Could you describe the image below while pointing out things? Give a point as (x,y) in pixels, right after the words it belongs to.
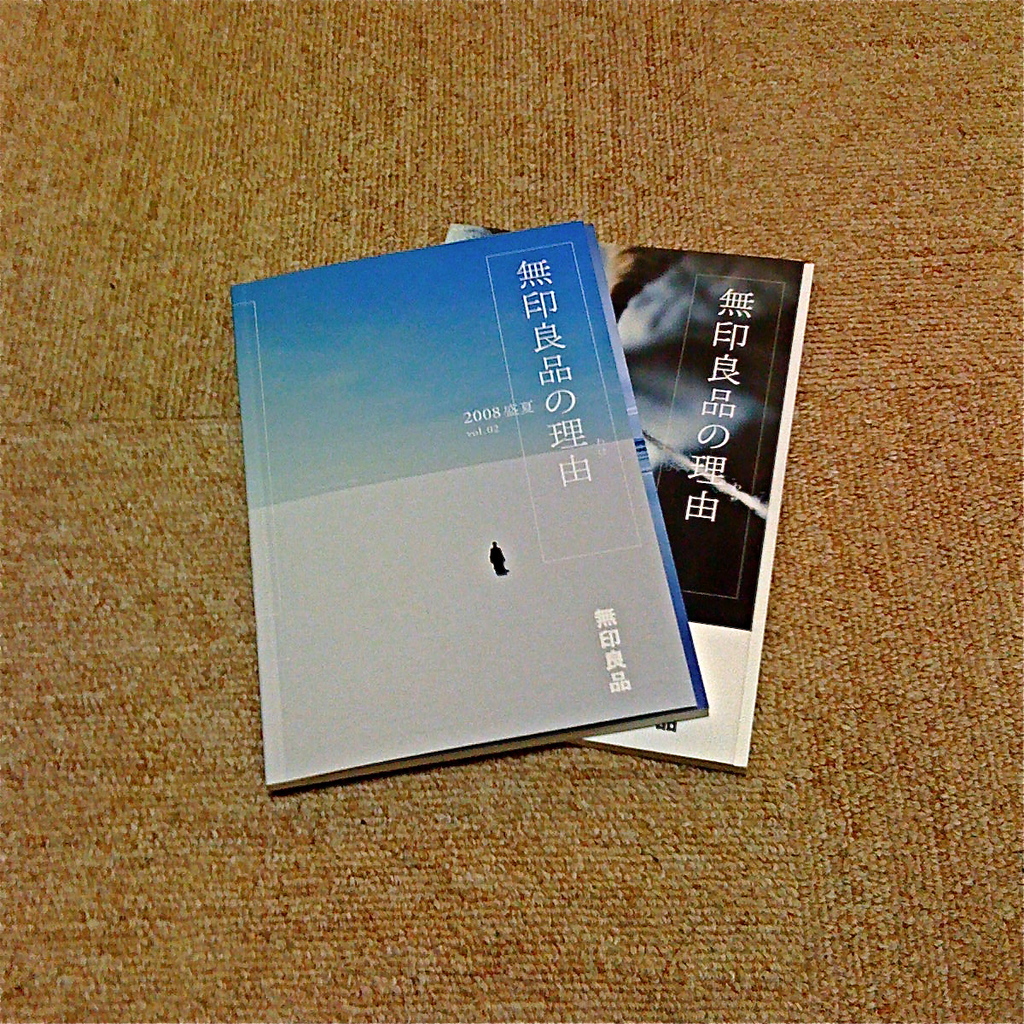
In this image there are books (640,439) on a carpet (224,222). There is text (701,494) on the books (671,436).
